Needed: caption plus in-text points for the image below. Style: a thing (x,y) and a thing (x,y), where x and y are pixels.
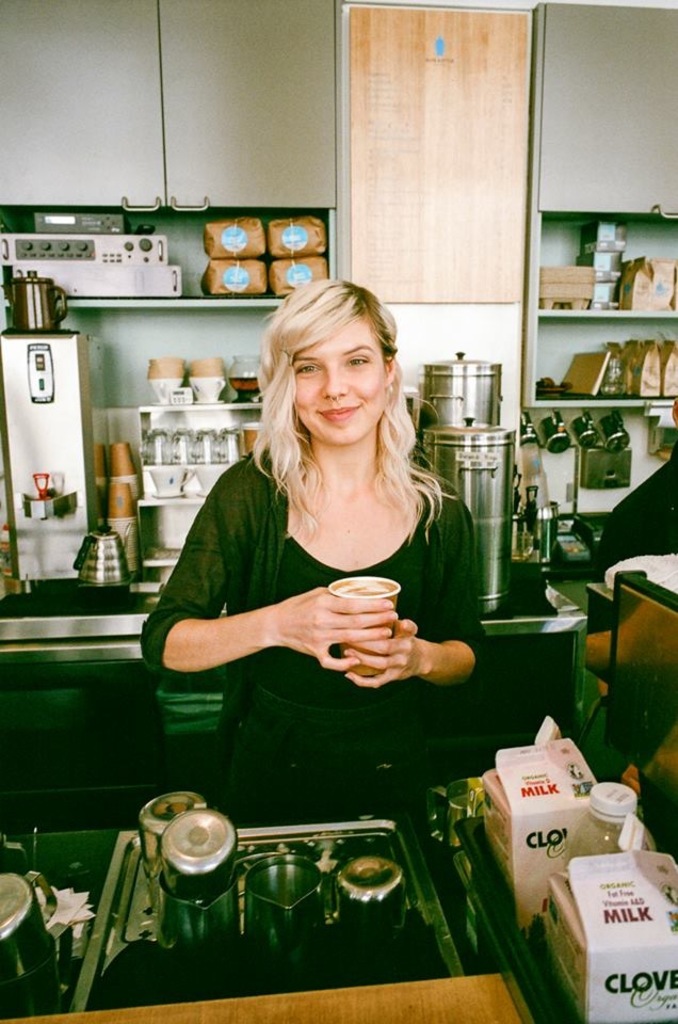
In this image i can see a woman (332,605) wearing black color dress (318,573) and holding coffee glass (377,587) in her hands (349,601) and at the foreground of the image (534,818) there is a milk bottle (603,886) and at the background of the image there are kitchenware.
